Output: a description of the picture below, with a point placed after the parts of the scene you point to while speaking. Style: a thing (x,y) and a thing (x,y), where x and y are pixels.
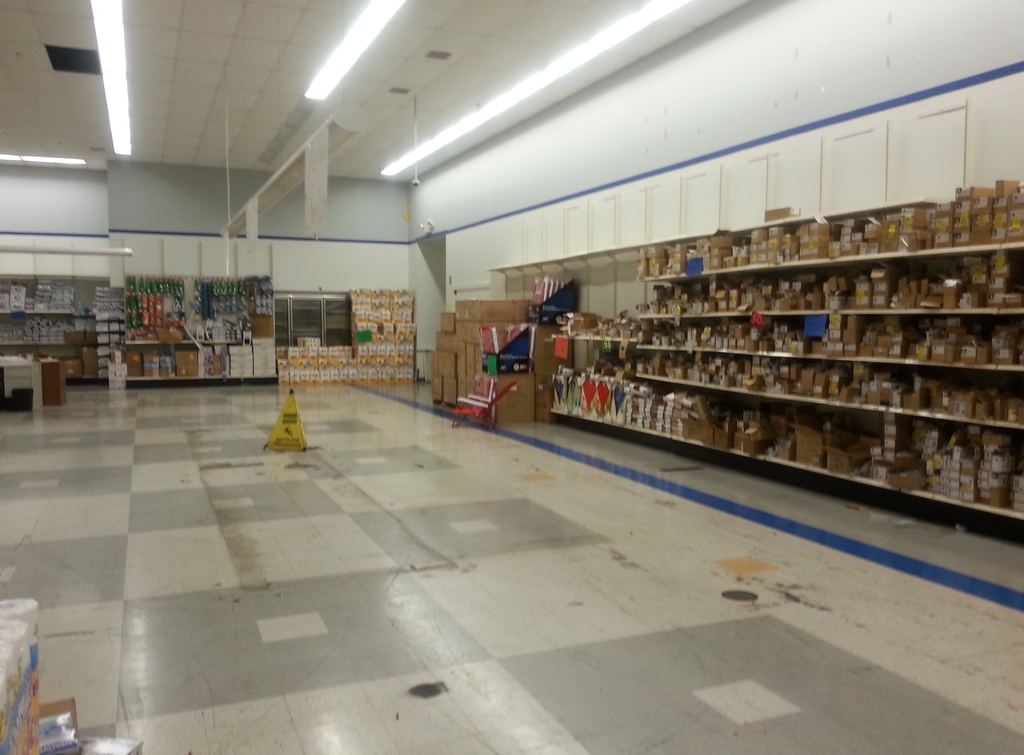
In this image there are objects (675,426) in the metal racks (840,361). On the right side of the image (894,303) there are boxes (460,352). At the bottom of the image (346,571) there is a floor (433,572). On the left side of the image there is a table (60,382). On top of the image (119,137) there are lights (351,67).
